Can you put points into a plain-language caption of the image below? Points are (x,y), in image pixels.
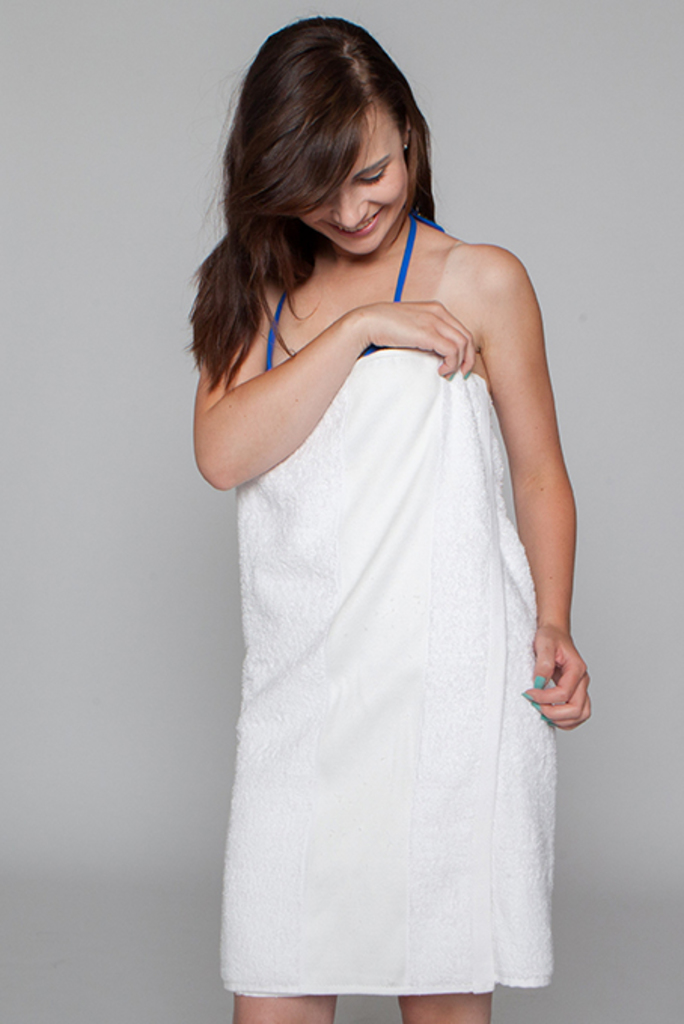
In the picture we can see a woman (426,309) standing with loose hair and she is rolled with white cloth (487,867) and holding the cloth (317,846) and looking down with a smile.
